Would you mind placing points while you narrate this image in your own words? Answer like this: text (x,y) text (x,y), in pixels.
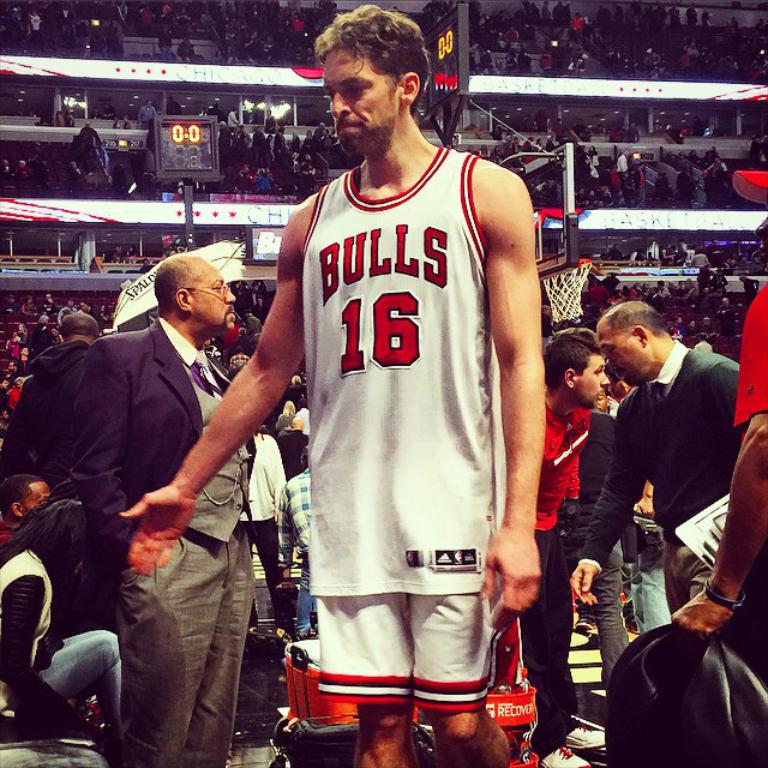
In this picture I can see in group of people (458,279) are standing. Here I can see the man (362,344) is wearing the basketball jersey (392,438) and shorts (400,640). In the background (192,161) I can see fence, screens (454,56) which has some numbers (444,57) on the display (444,59). Here I can see basketball net (566,276) and some other objects (548,249).
